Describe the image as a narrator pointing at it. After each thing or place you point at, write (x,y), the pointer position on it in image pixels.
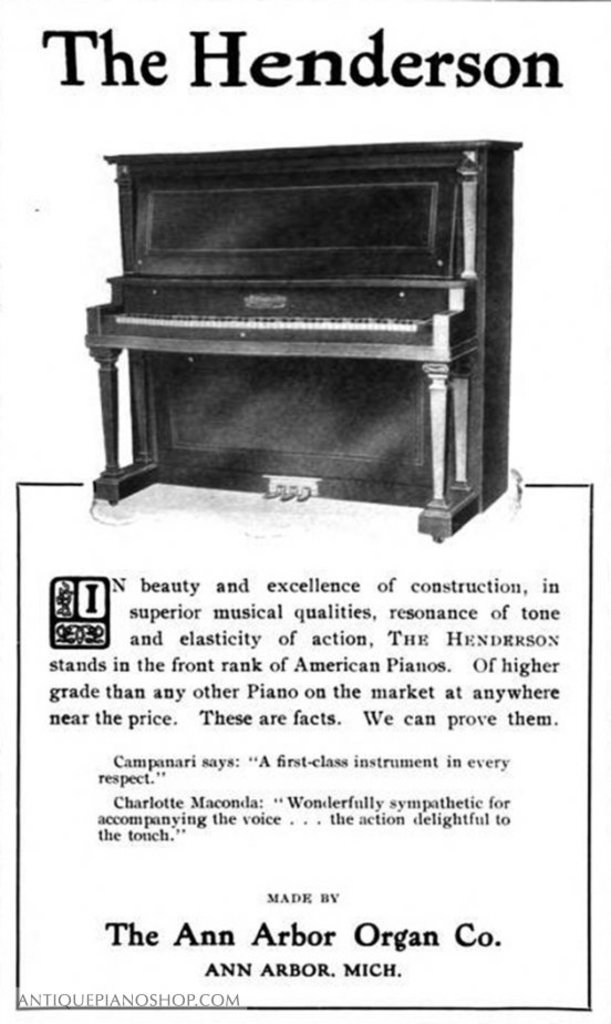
In this image there is a poster (309,330) having some picture (397,256) and text (414,645). There is a piano (268,286) at the middle of image (403,440). Bottom of the image (319,788) there is some text (291,720). Top of the image (99,78) there is some text (284,52) in bold letters (402,52).
